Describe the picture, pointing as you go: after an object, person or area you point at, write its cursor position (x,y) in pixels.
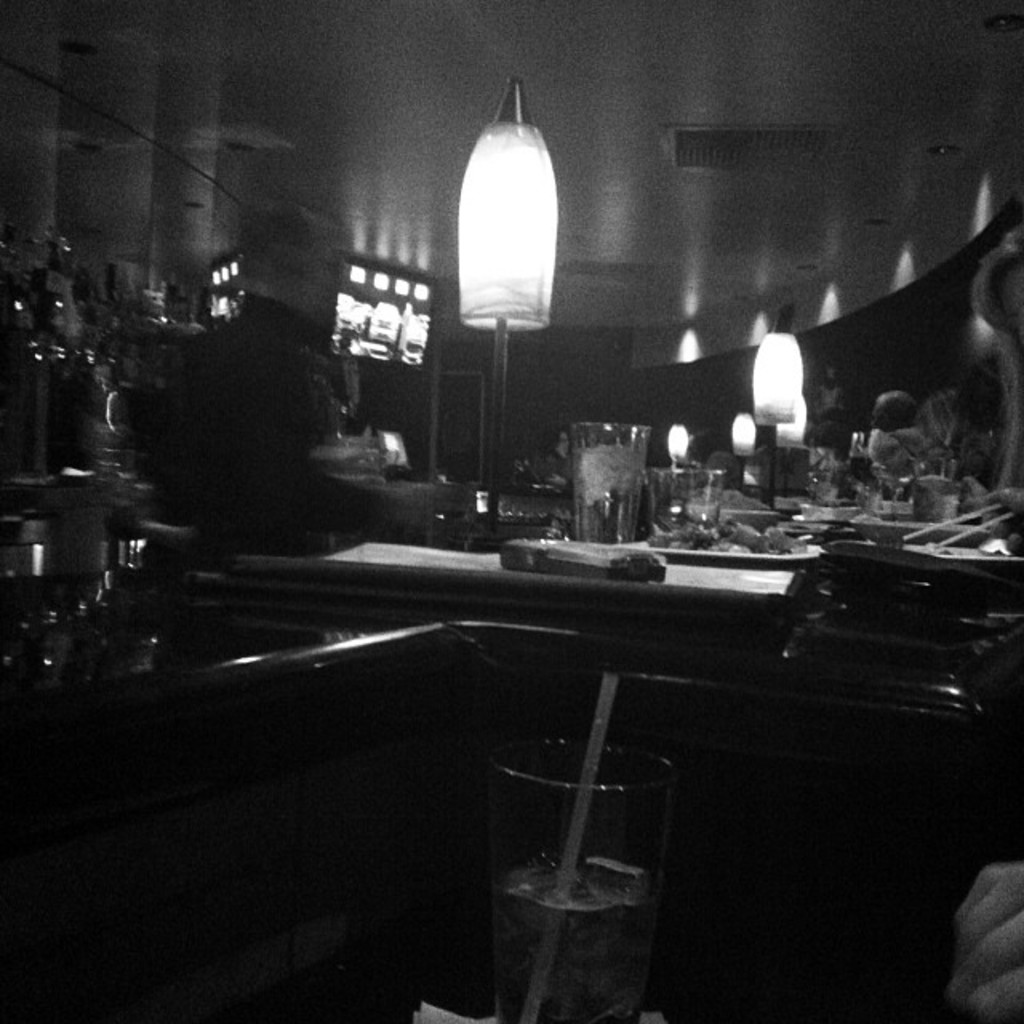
In this black and white picture a person (243,539) is standing near the table (794,660) having few lamps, plates (728,554), glasses (627,537) and few objects (570,548) on it. Plate (751,558) is having some food (749,547) in it. Bottom of image (625,877) there is a glass (561,883) having some drink (566,951) and straw (531,1020) in it. Behind there is a screen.
